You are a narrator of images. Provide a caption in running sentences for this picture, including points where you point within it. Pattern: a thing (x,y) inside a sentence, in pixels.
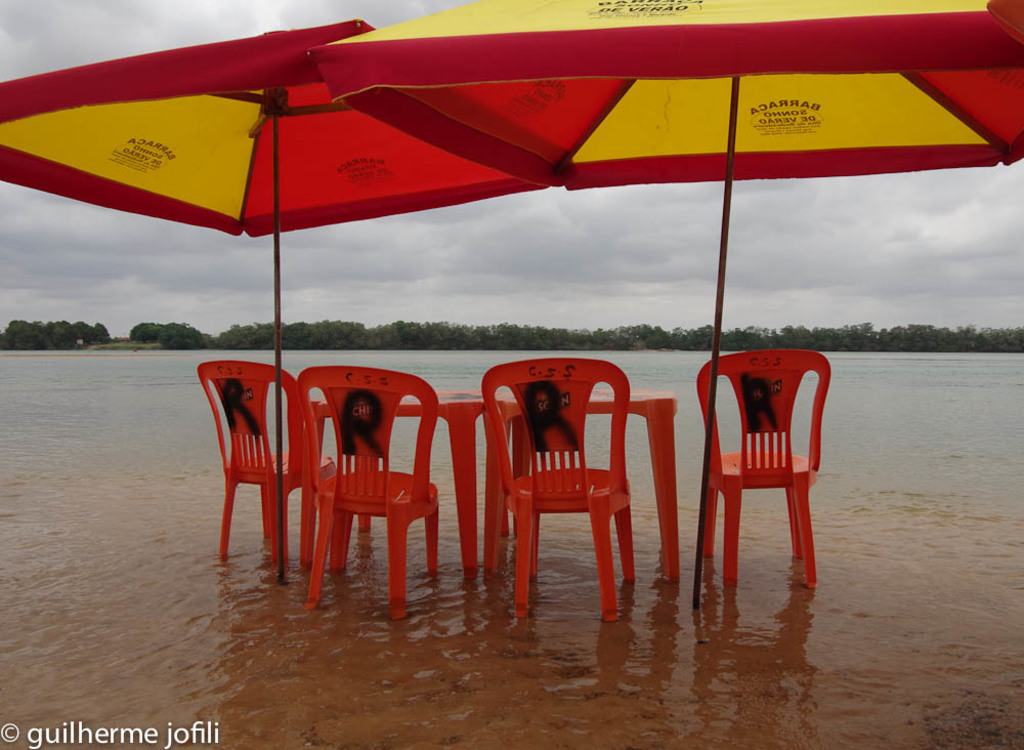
In this picture we can see tents (288,163), chairs (333,474), tables (670,421), trees (622,328), water (1017,504) and in the background (523,235) we can see the sky (763,187) with clouds (737,205).
